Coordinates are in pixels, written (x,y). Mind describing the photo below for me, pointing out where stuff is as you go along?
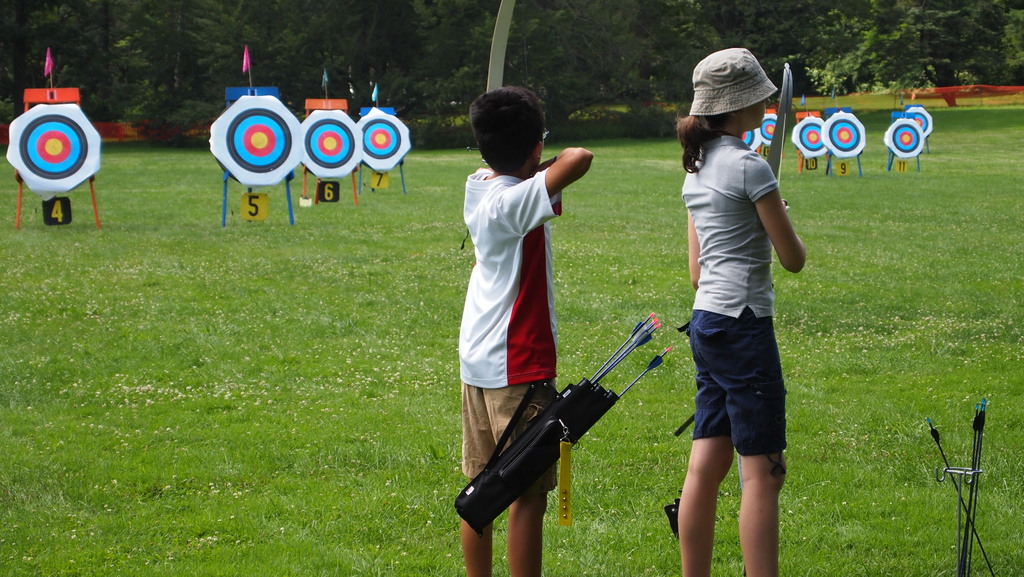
In this image I can see a boy (516,297) wearing white and red colored t shirt (507,300) and brown colored short (494,409) is standing and I can see a black colored object (588,417) to his short (502,395). I can see a girl (730,298) wearing hat (750,75), ash colored top (724,227) and blue colored short (758,356) is standing and they are holding bows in their hands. In the background (389,211) I can see some grass (343,236), few trees (439,139), few flags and few other objects (365,149).
